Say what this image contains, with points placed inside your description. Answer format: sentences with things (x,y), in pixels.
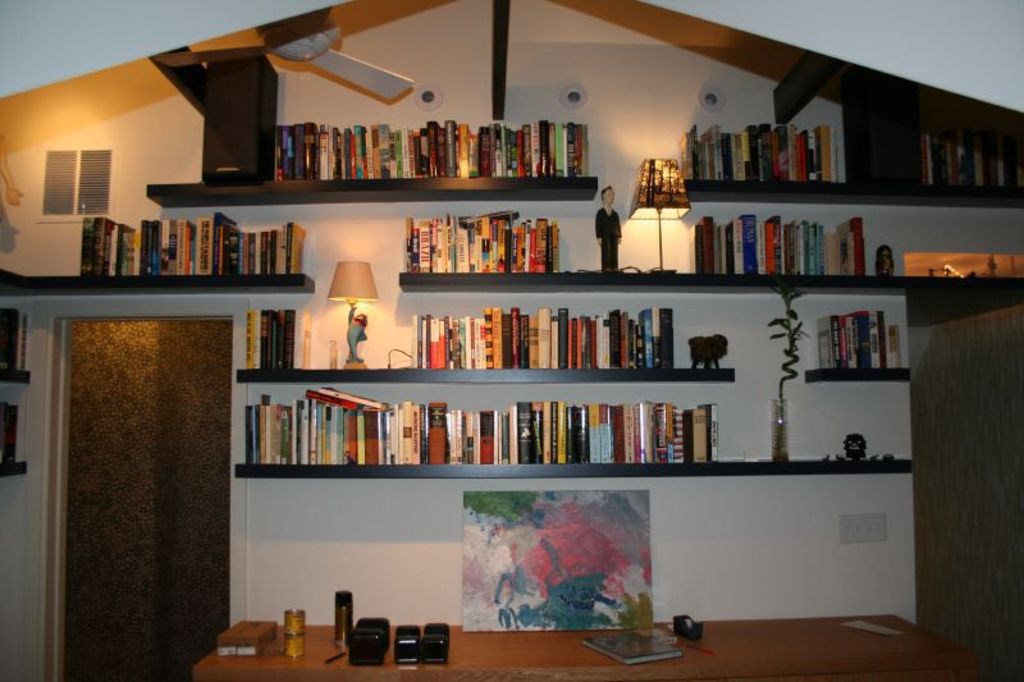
In this image we can see books (455,335) arranged in a racks (512,279). On the top of the image (221,65) there is a sound speaker (222,84), fan (296,44) and a wall (338,47). On the bottom of the image (266,654) there are some objects (292,654) and picture (561,590) placed on the table (560,647).
